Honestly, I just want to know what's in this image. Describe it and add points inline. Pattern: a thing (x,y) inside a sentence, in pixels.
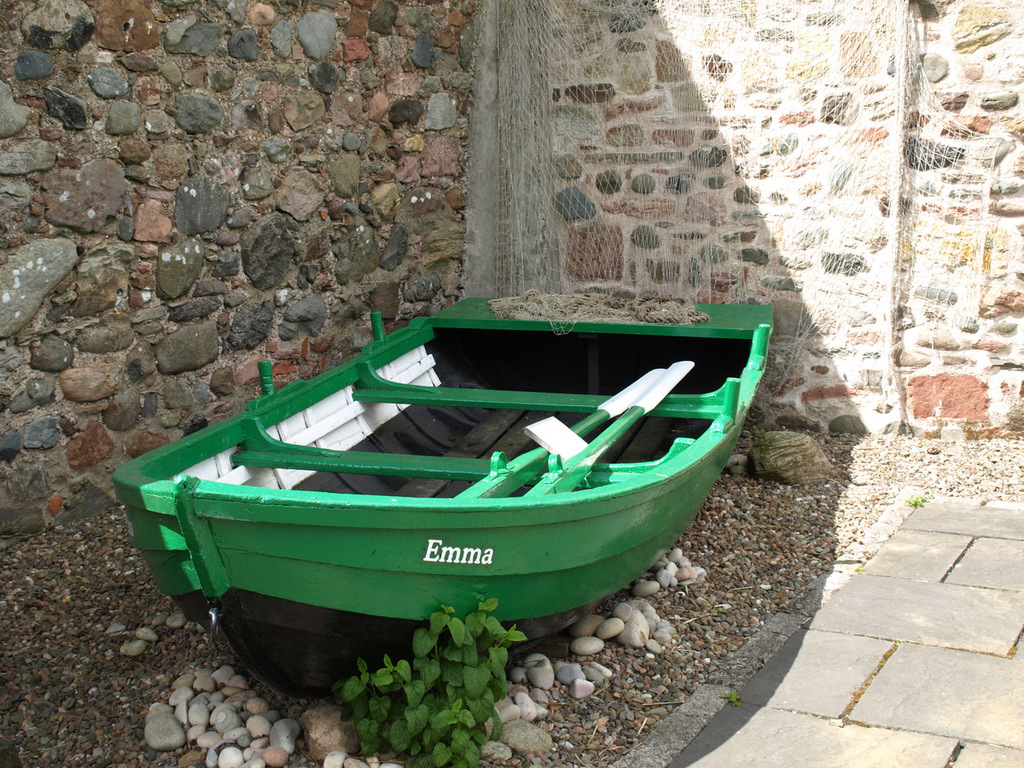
In this picture, there is a boat (653,431) which is in green in color. At the bottom (603,632), there are stones (643,638) and tiles (897,746). On the top (555,140), there is a wall (677,160) and a net (543,105).
